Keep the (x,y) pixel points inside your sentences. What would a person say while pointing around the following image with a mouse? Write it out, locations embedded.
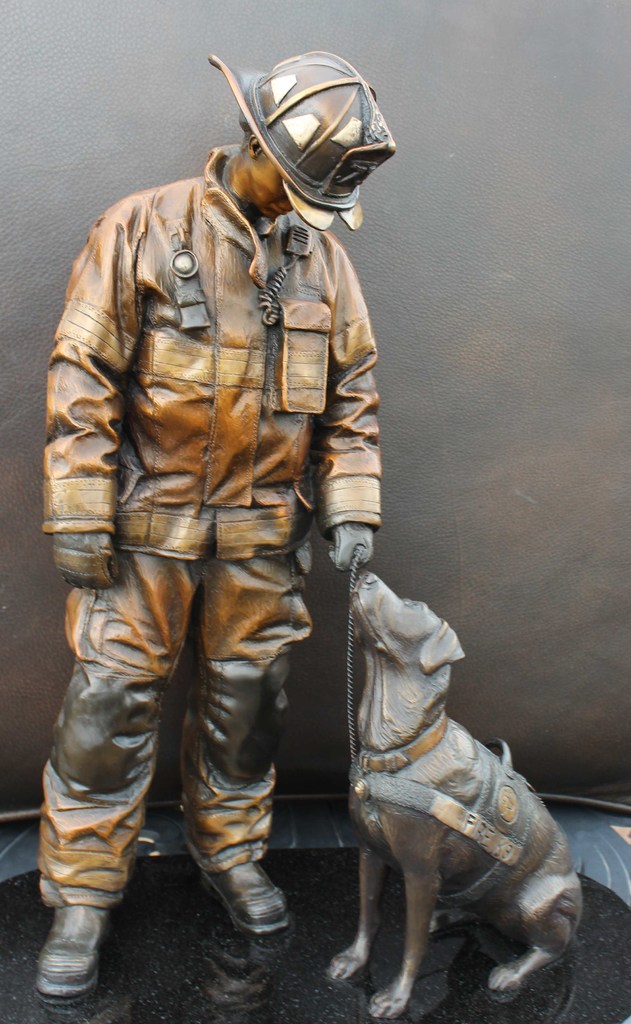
In this image we can see a sculpture (202,507) of a firefighter (247,623) and a dog (385,647). The firefighter (171,594) is holding a leash (352,667) on the dog (358,807) and looking towards the dog (369,693).
